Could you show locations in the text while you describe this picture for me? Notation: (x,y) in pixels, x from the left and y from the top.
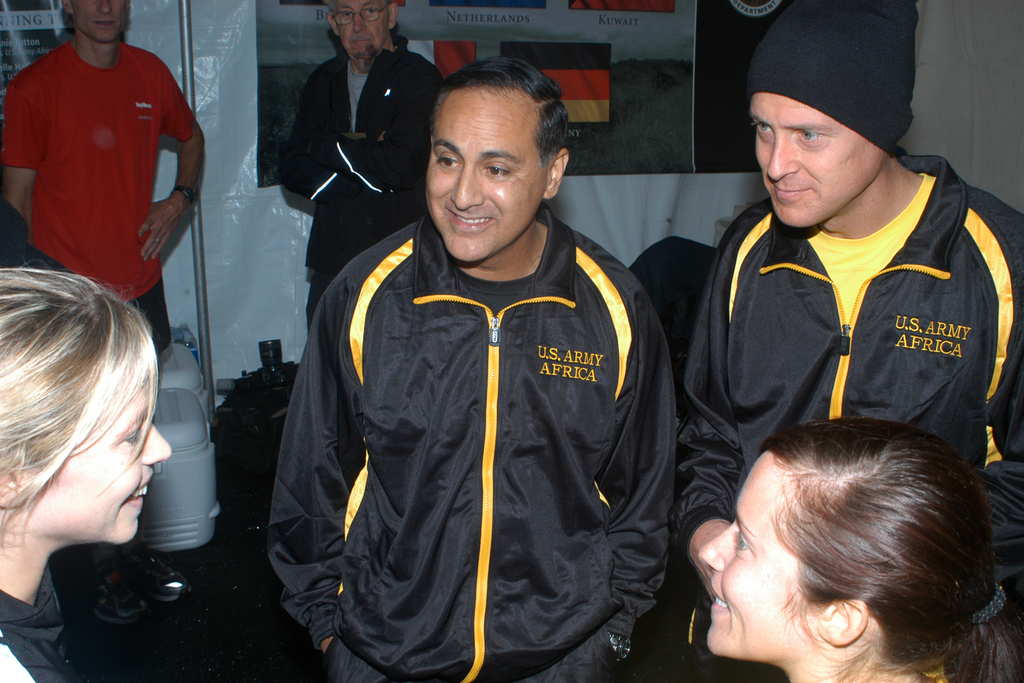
In the background (702,31) we can see the banner (27,21), pole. We can see few objects (236,394) on the floor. In this picture we can see the men (475,118). They are standing. At the bottom portion of the picture (6,574) we can see the women (989,615) and they are smiling.
